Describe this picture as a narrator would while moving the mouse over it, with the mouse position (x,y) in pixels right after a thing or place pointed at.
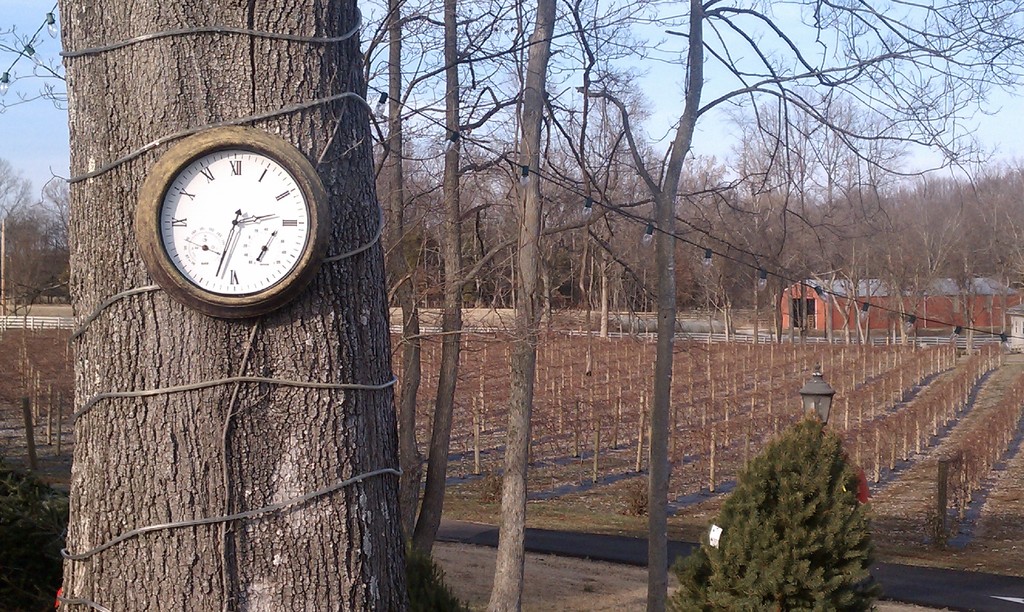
This is a wall clock (251,295), which is attached to the tree trunk (133,339). I think this is the wire (183,524). This looks like the lights (1002,333) hanging to the rope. These are the trees (1003,201) with branches (738,246). I think this is a bush (812,452). This looks like a light pole (820,404). I think this is a house (885,306).
